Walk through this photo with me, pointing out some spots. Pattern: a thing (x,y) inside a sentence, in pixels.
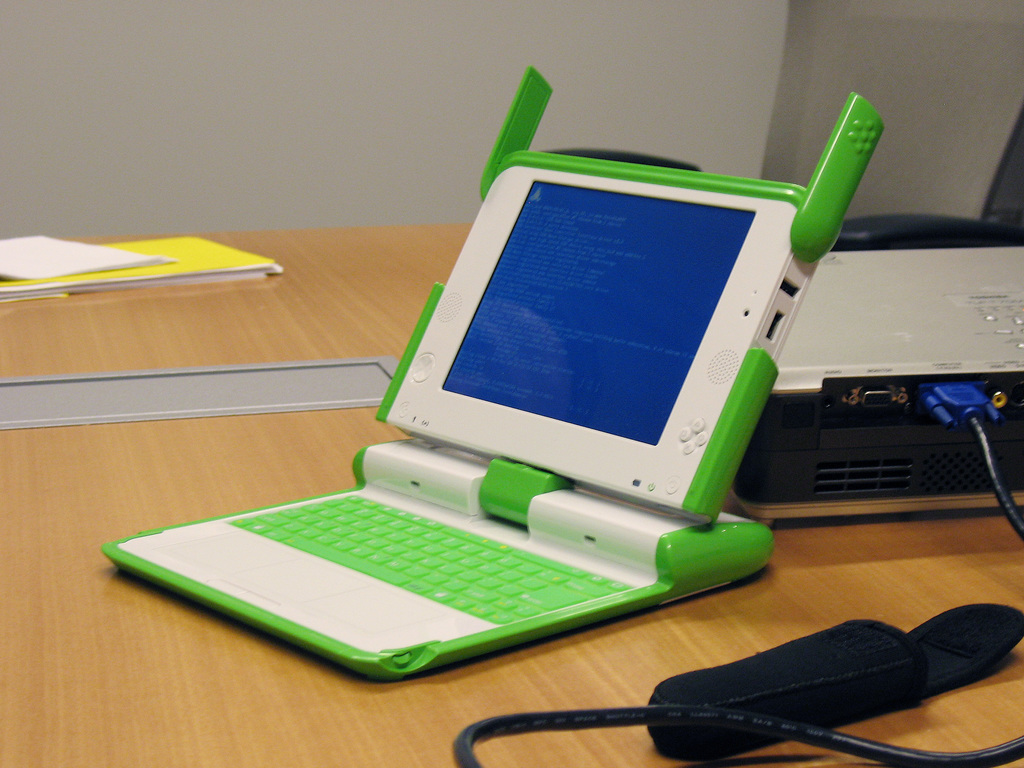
Here we can see a table (100,667) with a laptop (165,557) and a book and a projector (851,318) present on it
